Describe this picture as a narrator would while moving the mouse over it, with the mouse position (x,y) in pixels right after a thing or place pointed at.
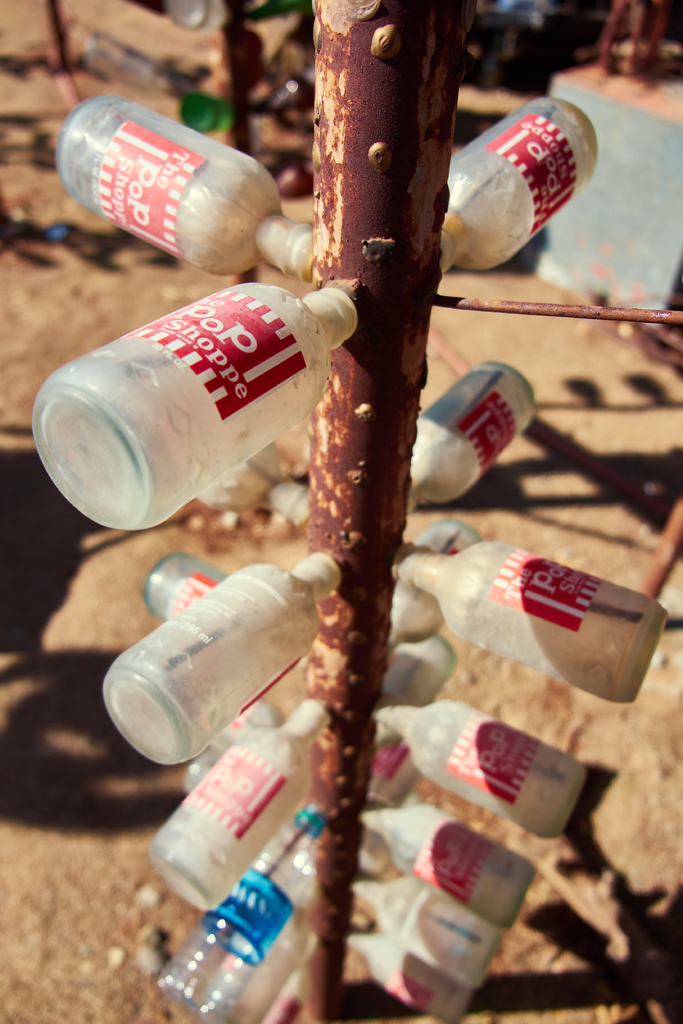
These bottles (248,336) are attached to this pole (351,208).
